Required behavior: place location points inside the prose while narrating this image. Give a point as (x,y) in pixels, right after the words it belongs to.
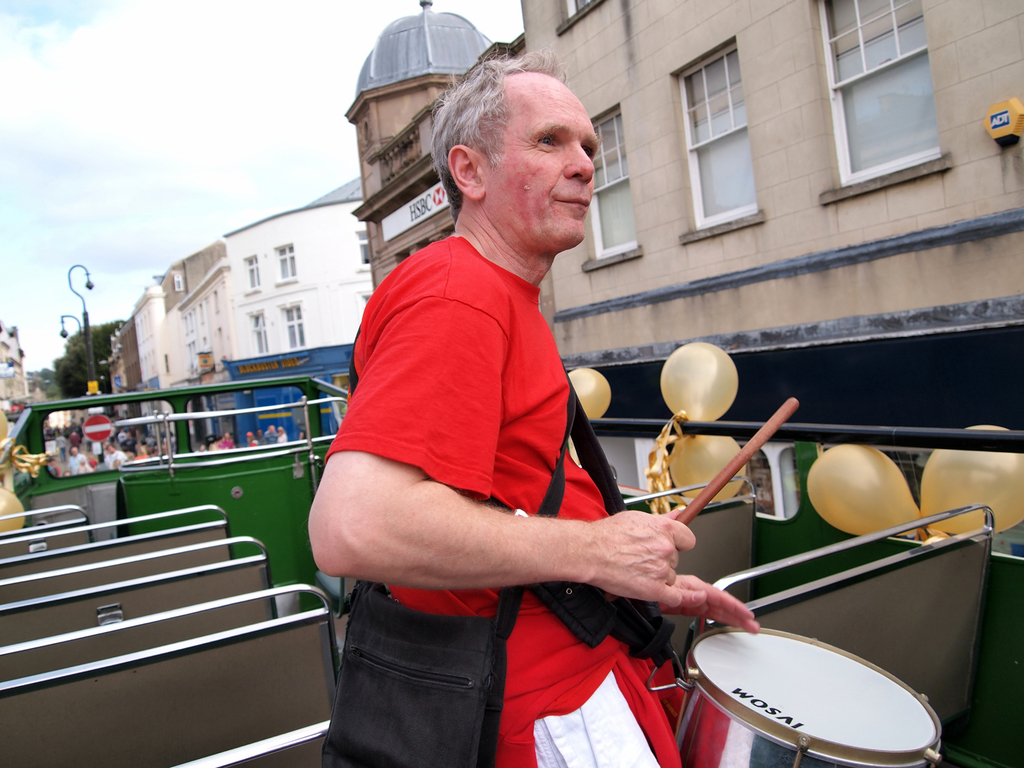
In the front of the image (808,441) I can see a vehicle (808,441), balloons (1010,488) and a person (535,404). A person (531,335) wore a bag (498,612), drum (729,651) and holding a stick (693,510). In the background of the image (883,194) there are buildings (304,244), light pole (88,340), boards (98,430), people (116,454), trees (75,343), cloudy sky (75,297) and objects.
